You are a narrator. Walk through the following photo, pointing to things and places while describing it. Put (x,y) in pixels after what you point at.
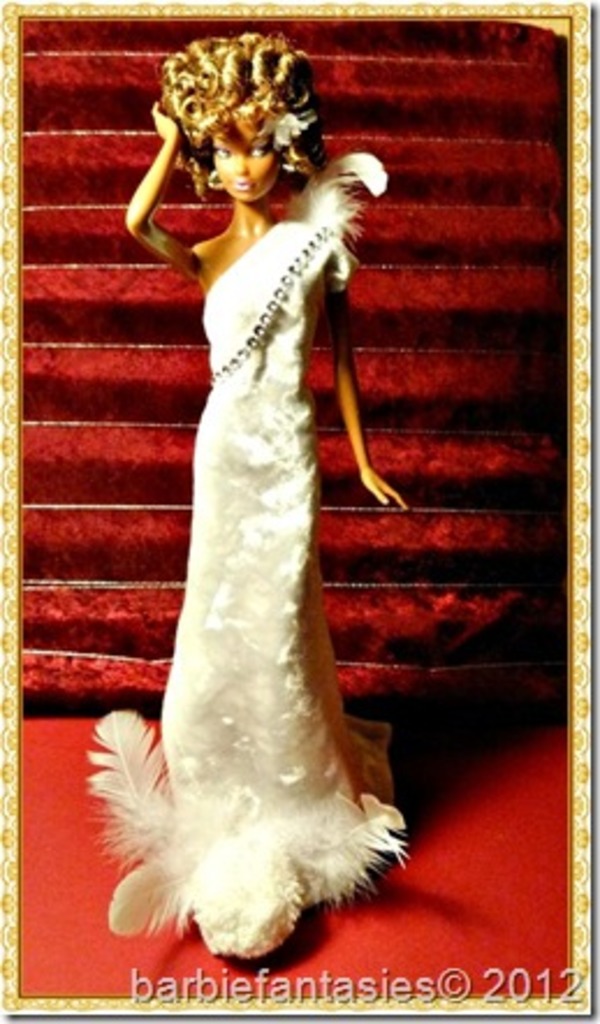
In this picture we can see a figure (271,408) in the middle (275,399), there is some text (285,992) at the bottom (417,992).
